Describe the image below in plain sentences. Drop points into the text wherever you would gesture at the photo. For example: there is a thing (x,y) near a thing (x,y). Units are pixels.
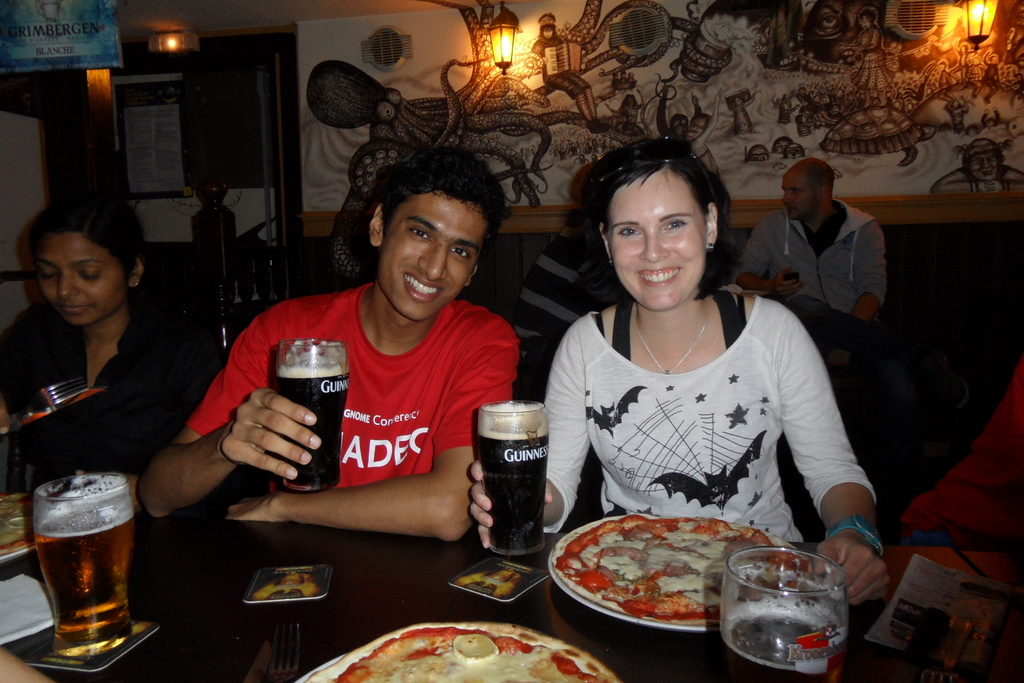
In the picture we can find a set of people (733,400), a man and women (803,389) are sitting on a chairs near the table (165,681) and holding a beer glasses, on a table (1018,665) we can find a plate food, in a background we can find a designs (951,167) on wall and lights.
